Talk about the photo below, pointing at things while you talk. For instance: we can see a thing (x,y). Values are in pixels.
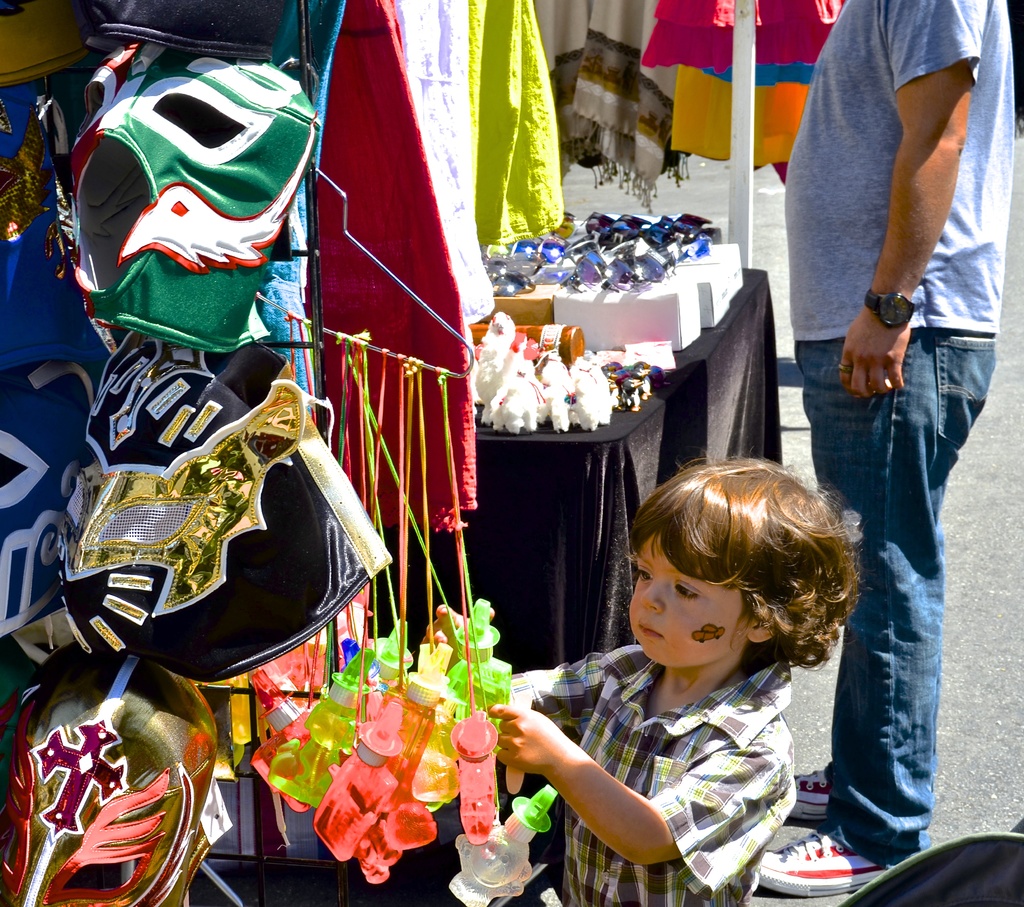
In this image there is a man (872,508) and a kid (635,827) standing on a road (996,463), in front of them there are stalls (743,113).
